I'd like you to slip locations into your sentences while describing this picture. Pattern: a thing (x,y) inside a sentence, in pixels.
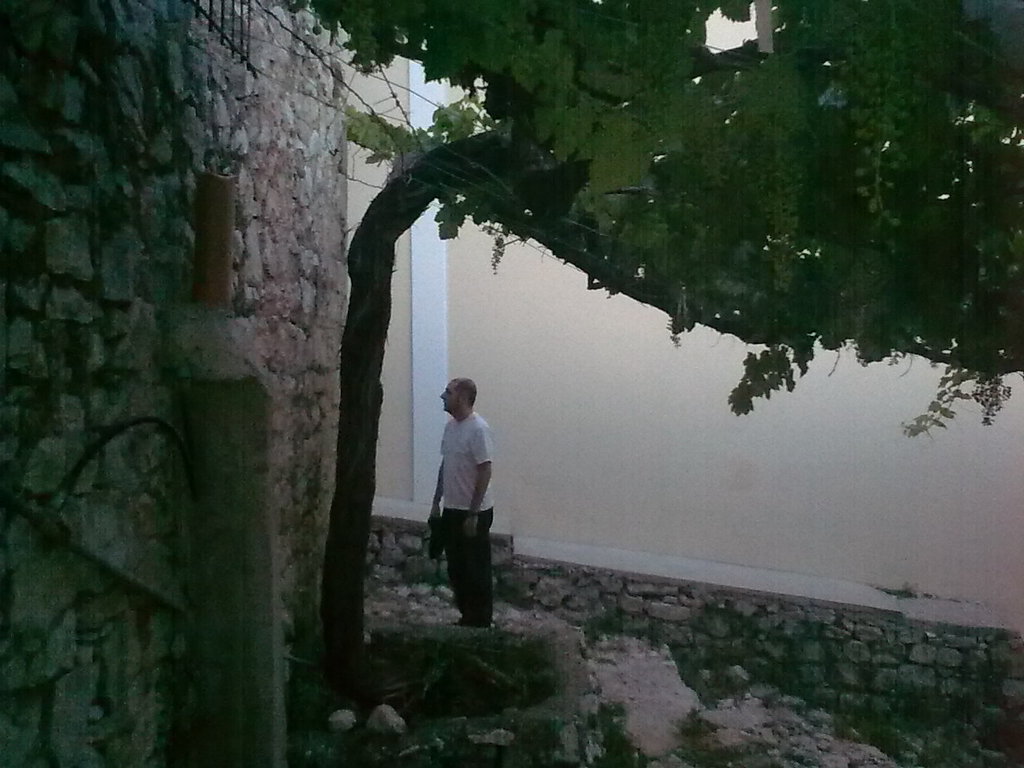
In the image there is a man (479,484) and on the left side of the man (485,464) there is a wall (262,204) and in front of the wall (274,338) there is a tree (369,436) and there is a wall (650,315) behind the man (448,445).
